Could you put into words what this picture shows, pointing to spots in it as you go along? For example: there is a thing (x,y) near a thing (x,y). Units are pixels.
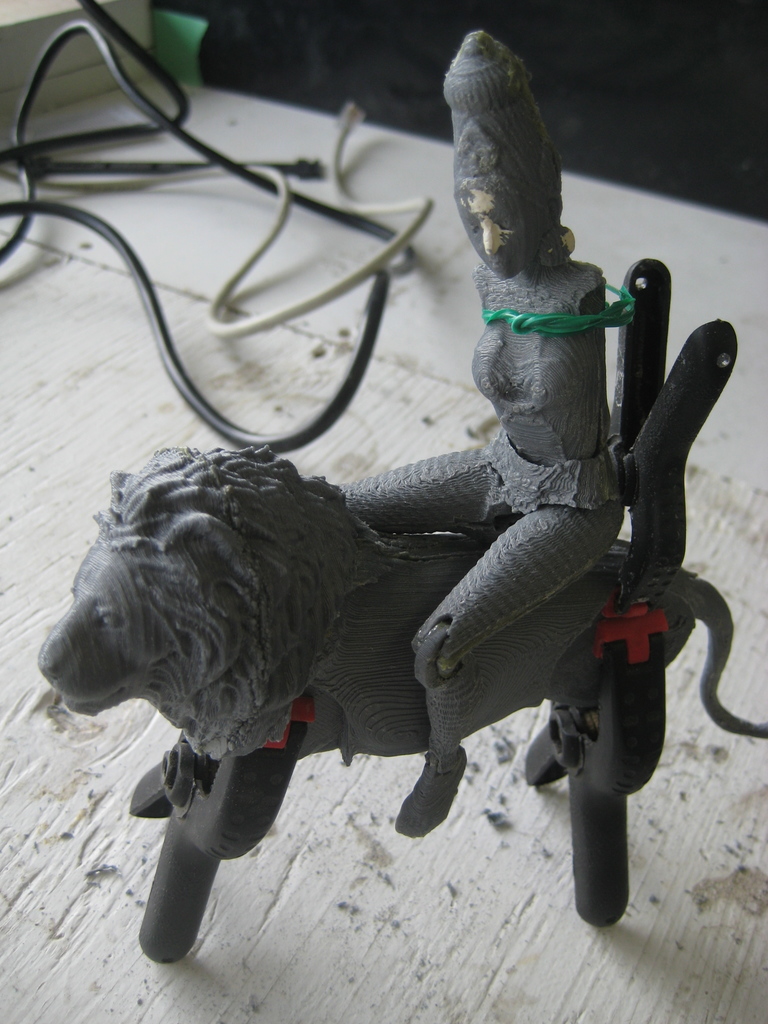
In this picture we can observe a toy lion (345,631), placed on the table (22,826). There is a toy (397,472) placed on this lion (414,631). We can observe black and white color wires (34,204) in the background (115,243). The table (146,388) is in white color.
